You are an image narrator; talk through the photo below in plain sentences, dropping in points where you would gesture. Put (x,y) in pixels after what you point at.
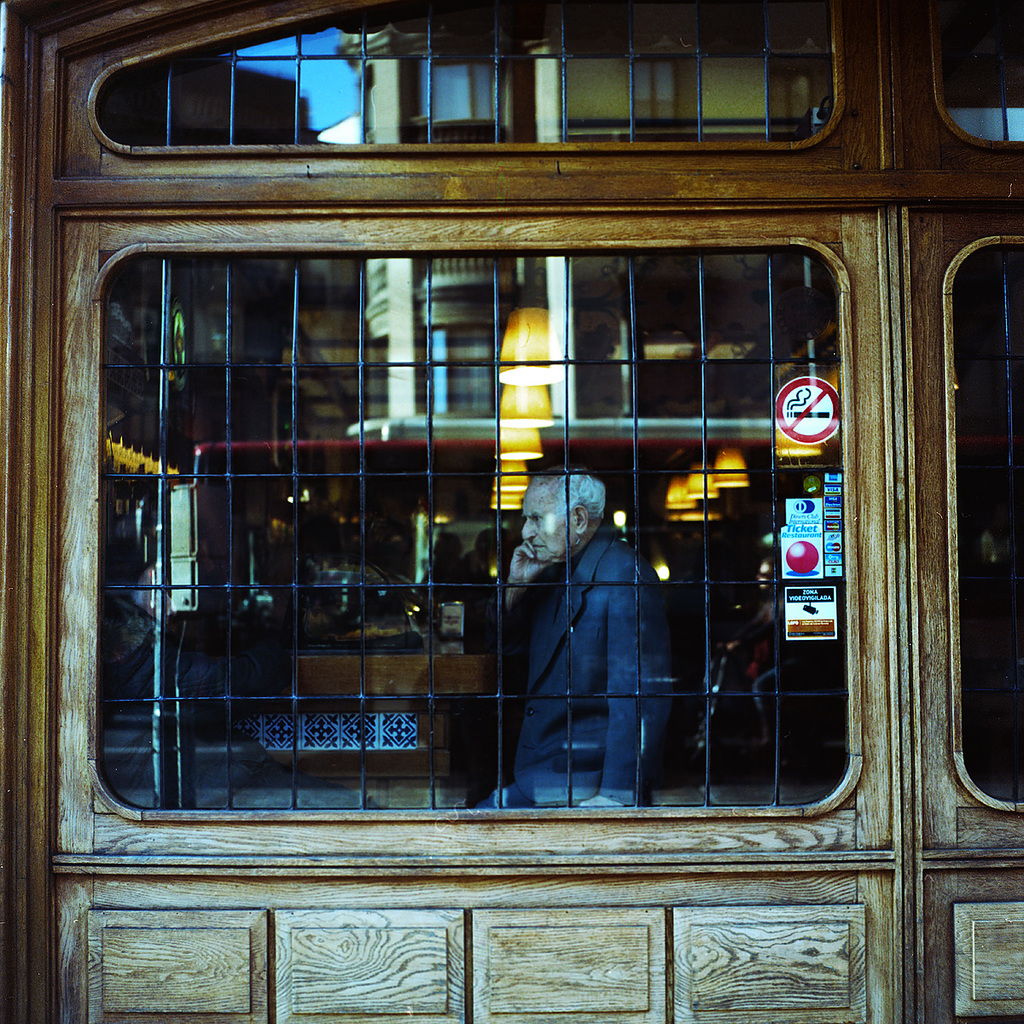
In this picture we can see a wall (723,930), in which we can see window (341,770) having grilles (568,754) and we can see a person (631,569) through the window (455,522).
